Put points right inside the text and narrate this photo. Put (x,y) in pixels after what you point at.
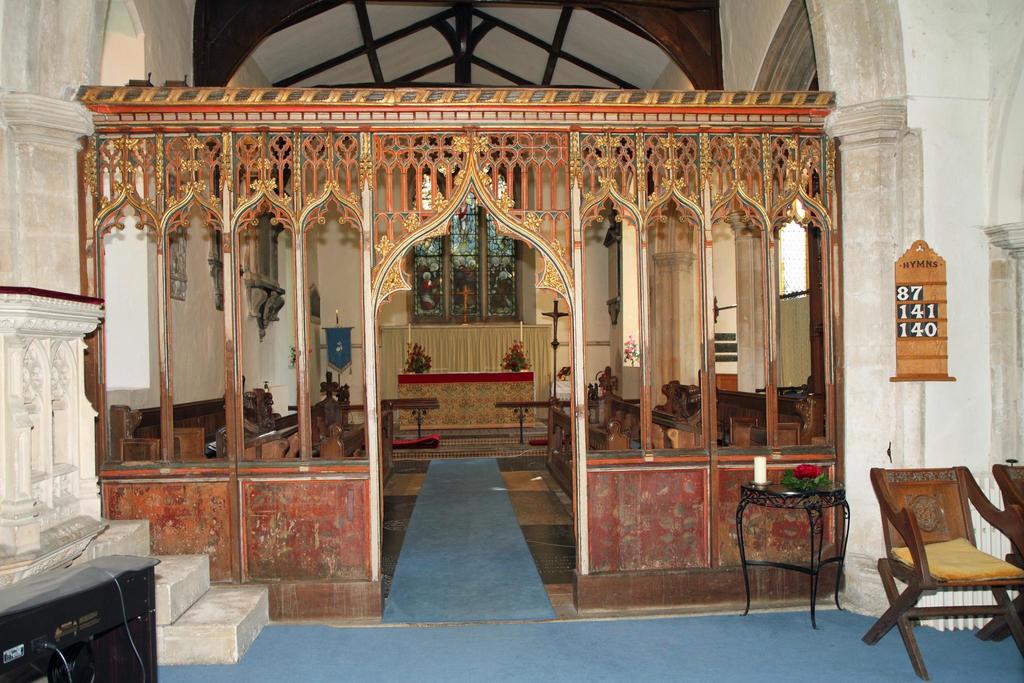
In the picture we can see a inside view of the church (574,612) with a design wall (577,612) and in the background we can see a cross sign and table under it with a curtain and besides we can see flower plants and outside of the designed wall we can see a chair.
